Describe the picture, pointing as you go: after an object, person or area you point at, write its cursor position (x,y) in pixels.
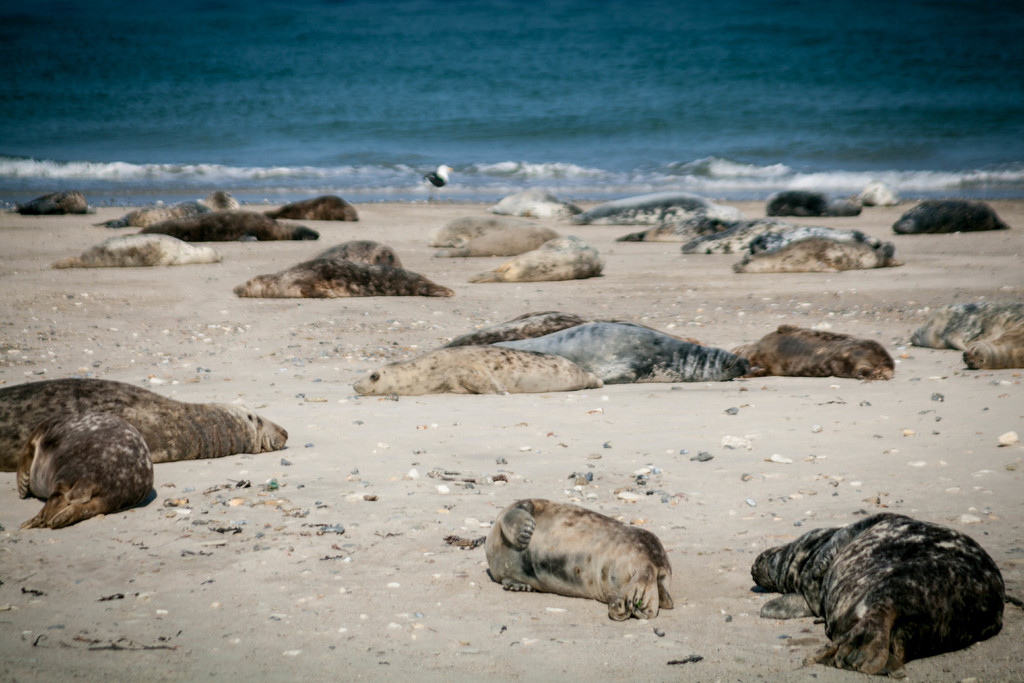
In the foreground of this image (520,367), there are earless seals (524,357) lying on the sand (656,294). In the background (659,140), there is water (426,129).
